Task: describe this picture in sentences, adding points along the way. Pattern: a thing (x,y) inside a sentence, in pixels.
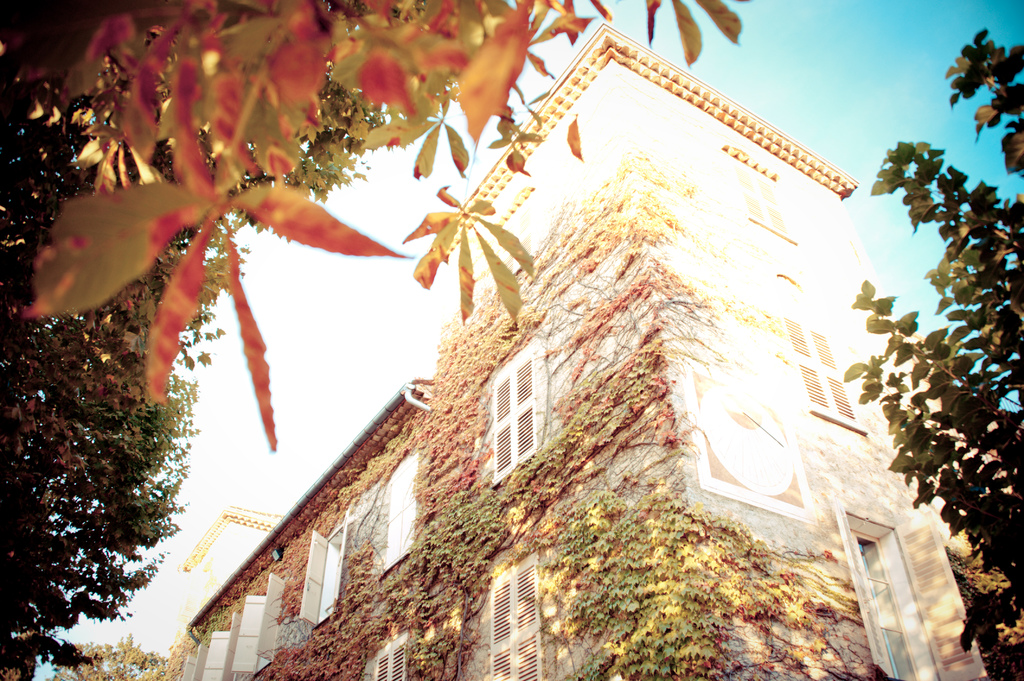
In the center of the image (548,280) there is a building (587,476). In the background (127,382) there are trees (992,308) and sky (796,68).
